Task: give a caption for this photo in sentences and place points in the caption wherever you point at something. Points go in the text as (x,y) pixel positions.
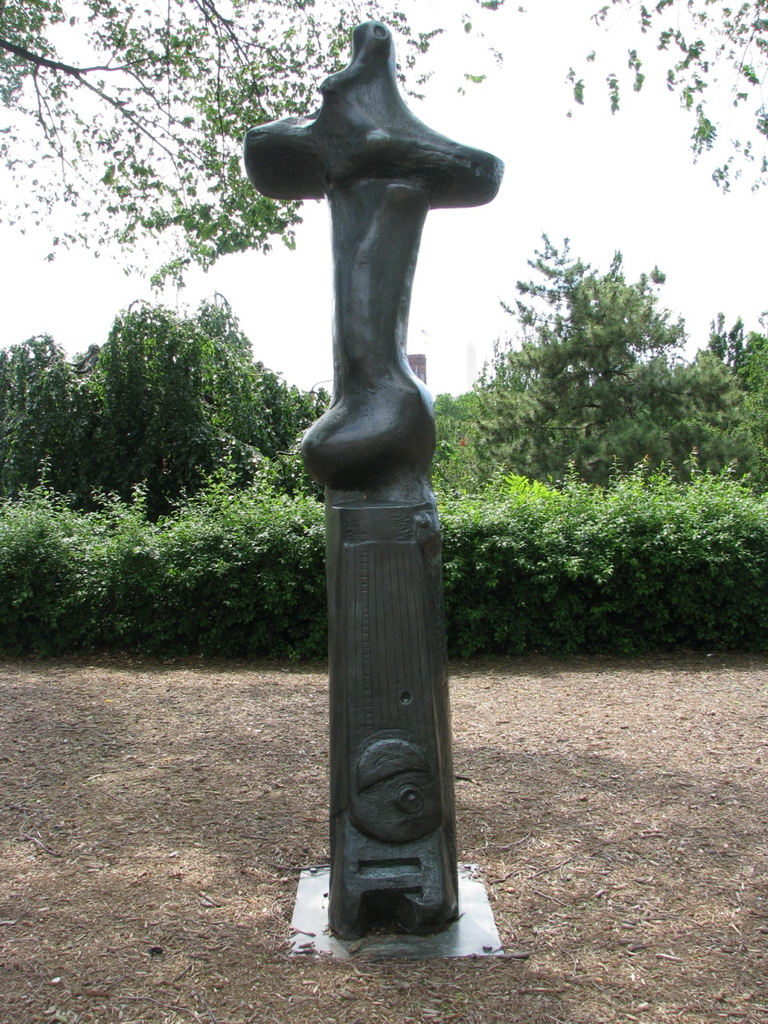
There is a statue (387,489) of an object (383,398) which is black in color is placed on a ground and there are trees (454,486) in the background (235,476).
